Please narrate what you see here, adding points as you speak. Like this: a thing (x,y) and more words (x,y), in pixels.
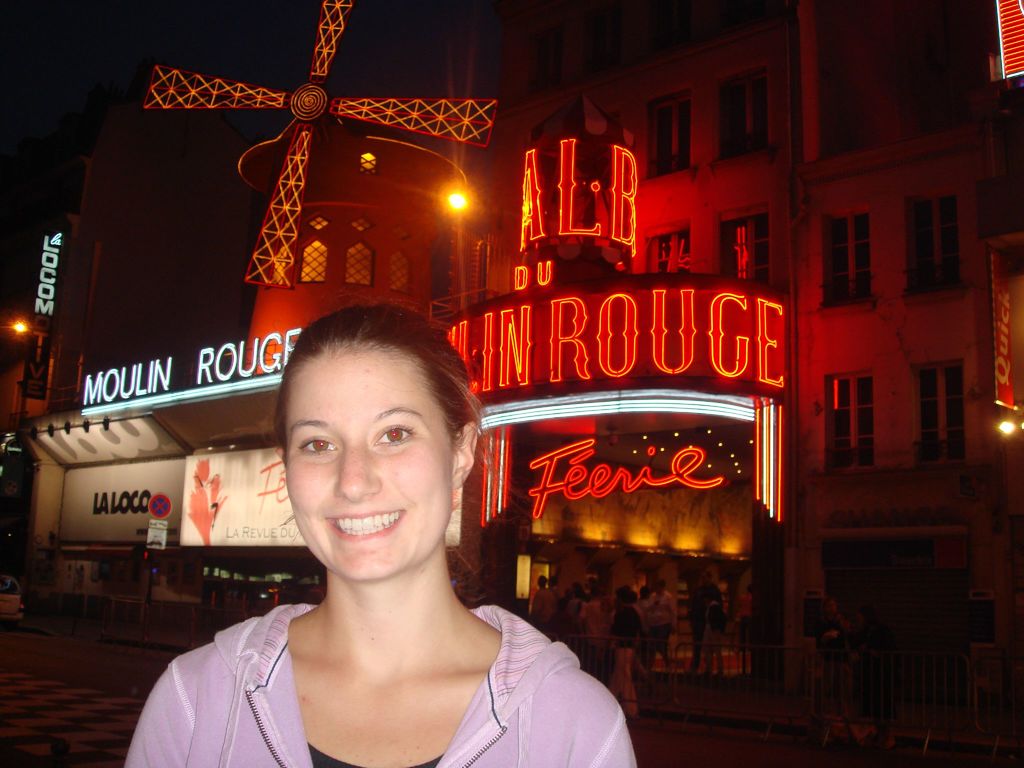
In this image we can see a lady (401,627) smiling. In the back (673,395) there is a building (415,222) with windows (828,398). Also there are names (659,479). There are lights (690,395). Near to the building (583,580) there are many people (697,601). Also there is a railing (277,612). On the building (536,117) there is a decorative wind fan (318,88).
